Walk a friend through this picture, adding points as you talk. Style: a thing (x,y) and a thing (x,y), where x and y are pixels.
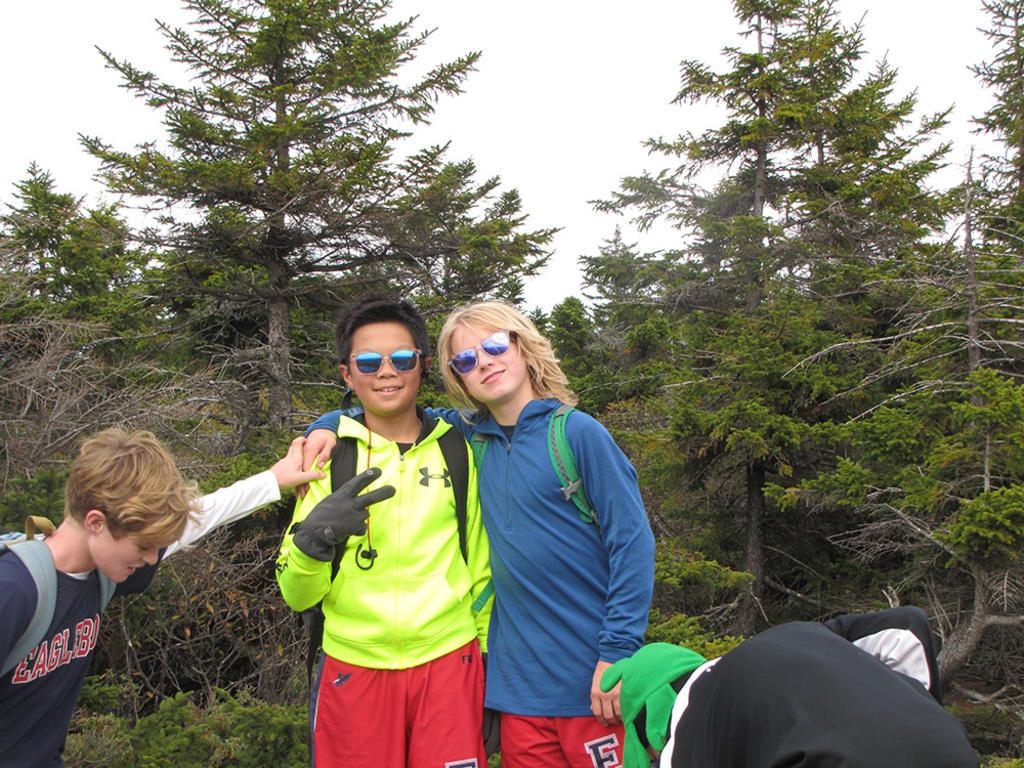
In this image we can see few people (450,576), two (360,515) of them are with goggles (489,348), and three (429,462) of them are wearing backpacks (40,570) and there are few trees (482,249) and the sky (528,97) in the background (383,93).
